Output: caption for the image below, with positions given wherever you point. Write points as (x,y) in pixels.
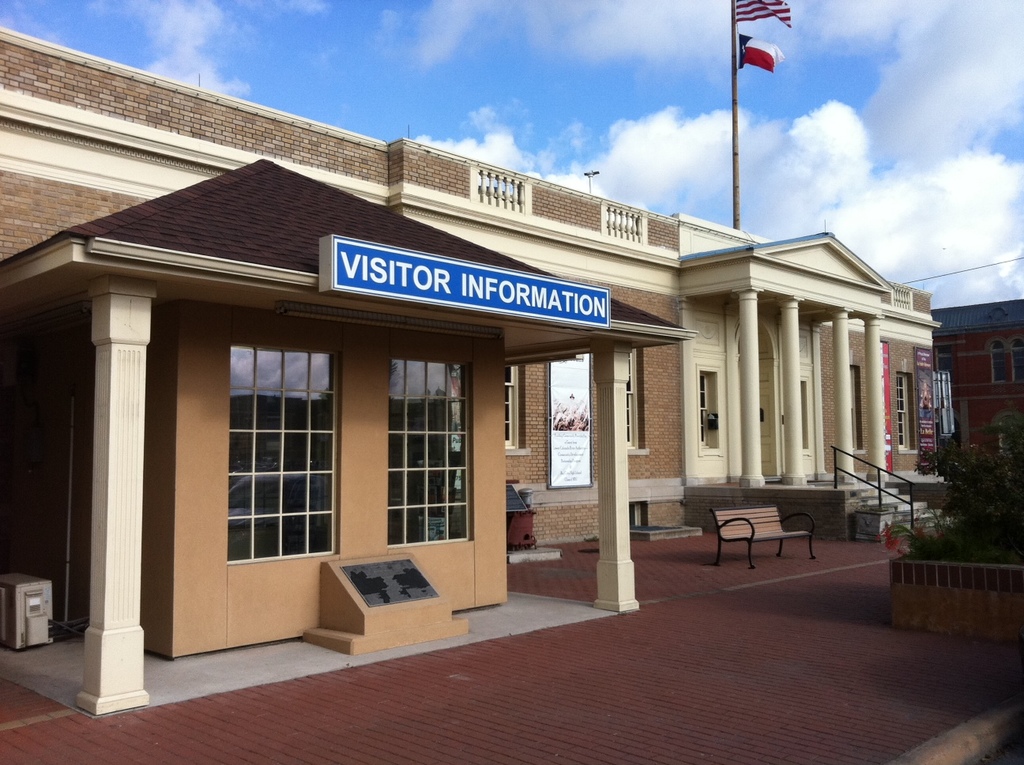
There are architectures (635,274), a board (449,280), planter (955,459), bench (767,524) and flags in the foreground area of the image (429,256) and the sky (341,11) in the background (38,21).
